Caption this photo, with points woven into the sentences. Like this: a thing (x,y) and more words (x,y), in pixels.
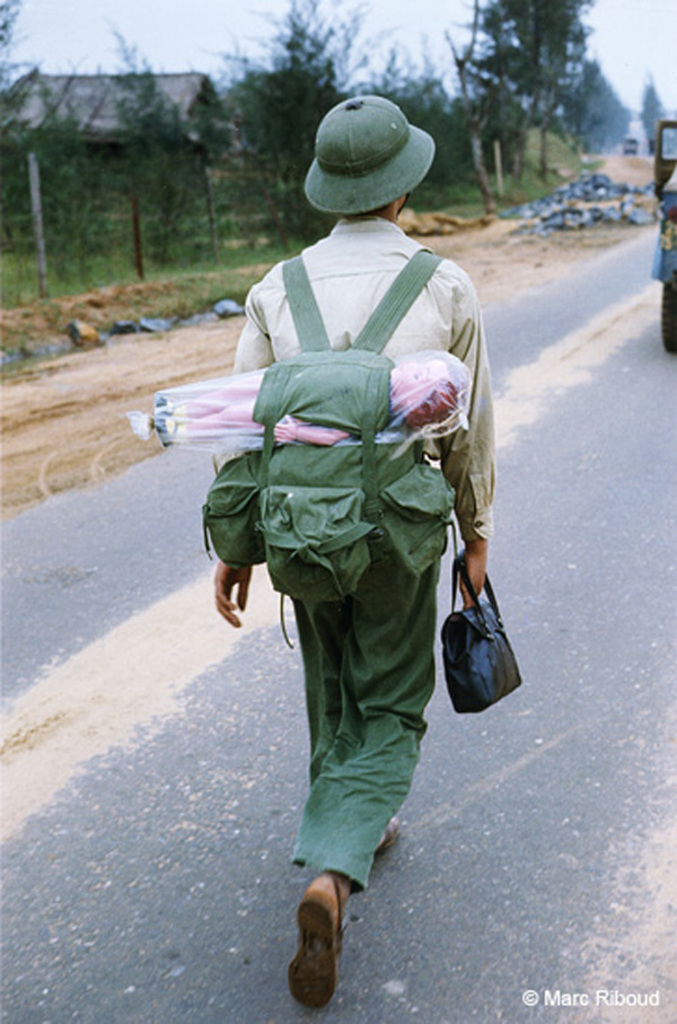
In this image, I can see a person (329,870) holding a bag (464,704) and walking on the road (532,550). In the background (155,108), I can see a house (95,94), trees (244,176), rocks (535,211) and there is the sky (194,50). In the bottom right corner of the image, I can see a watermark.
